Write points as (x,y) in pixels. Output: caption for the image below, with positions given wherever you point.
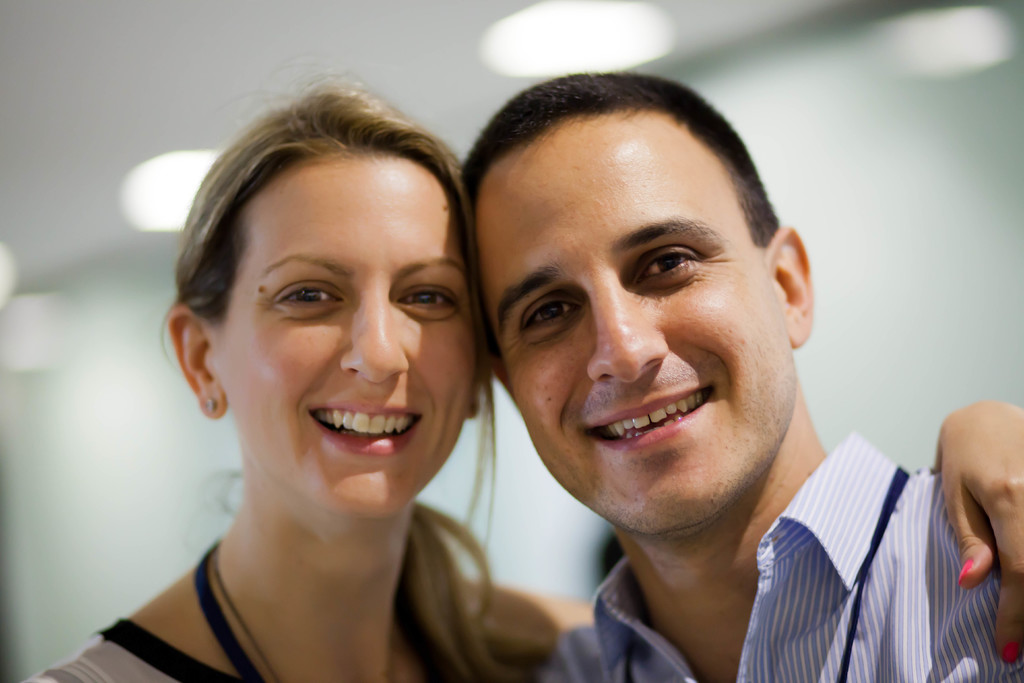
In this picture there are two people (547,449) smiling. In the background of the image (956,73) it is blurry.
